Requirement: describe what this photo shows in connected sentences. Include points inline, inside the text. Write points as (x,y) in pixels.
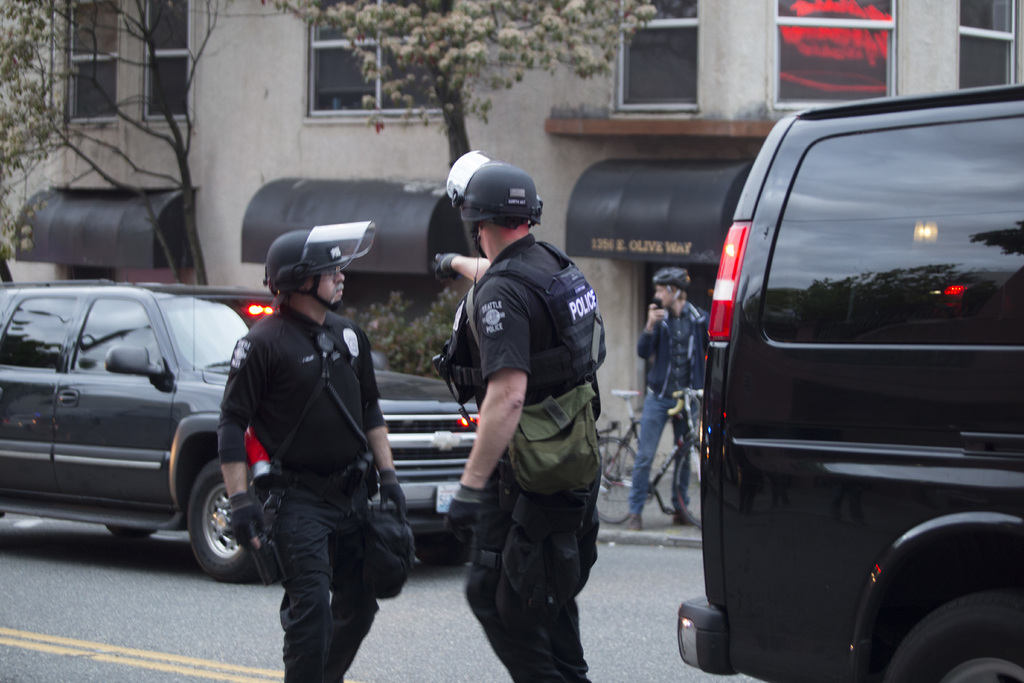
In this image there are three people (502,322) standing, a person (658,415) standing near the bicycle (612,461), vehicles (945,434) on the road (19,629), building (59,37), trees (19,43).
